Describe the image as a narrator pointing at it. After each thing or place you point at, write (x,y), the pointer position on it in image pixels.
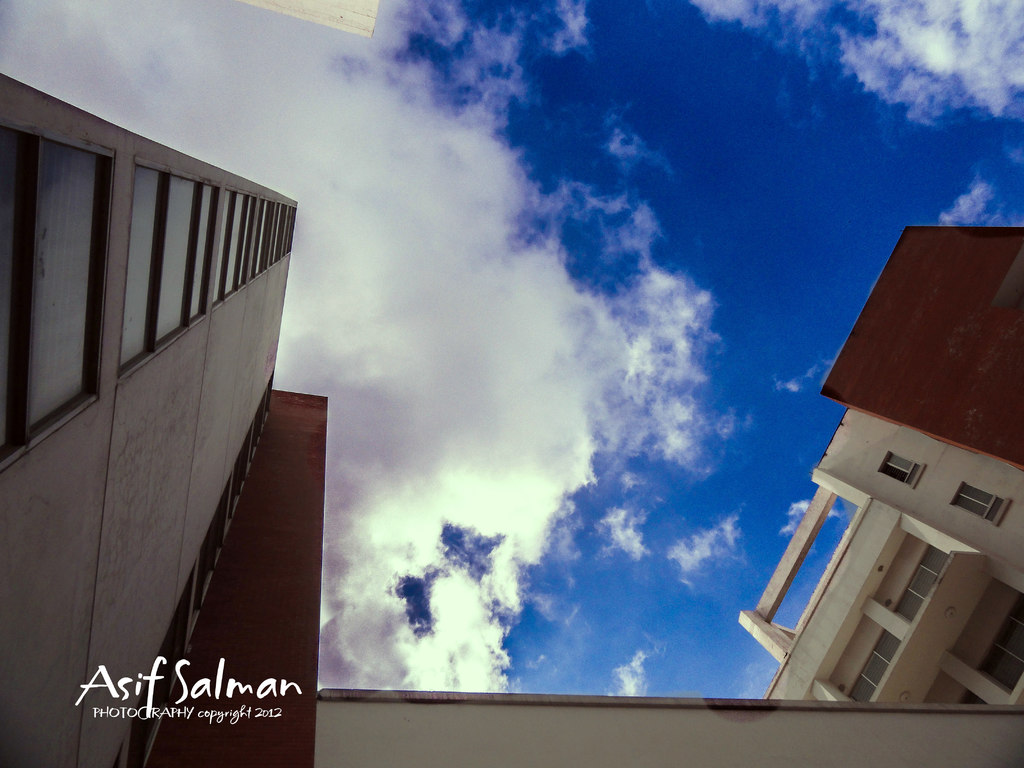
In this picture I can see a building (958,743) with windows (1010,636), and in the background (664,346) there is sky (458,498) and there is a watermark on the image.
